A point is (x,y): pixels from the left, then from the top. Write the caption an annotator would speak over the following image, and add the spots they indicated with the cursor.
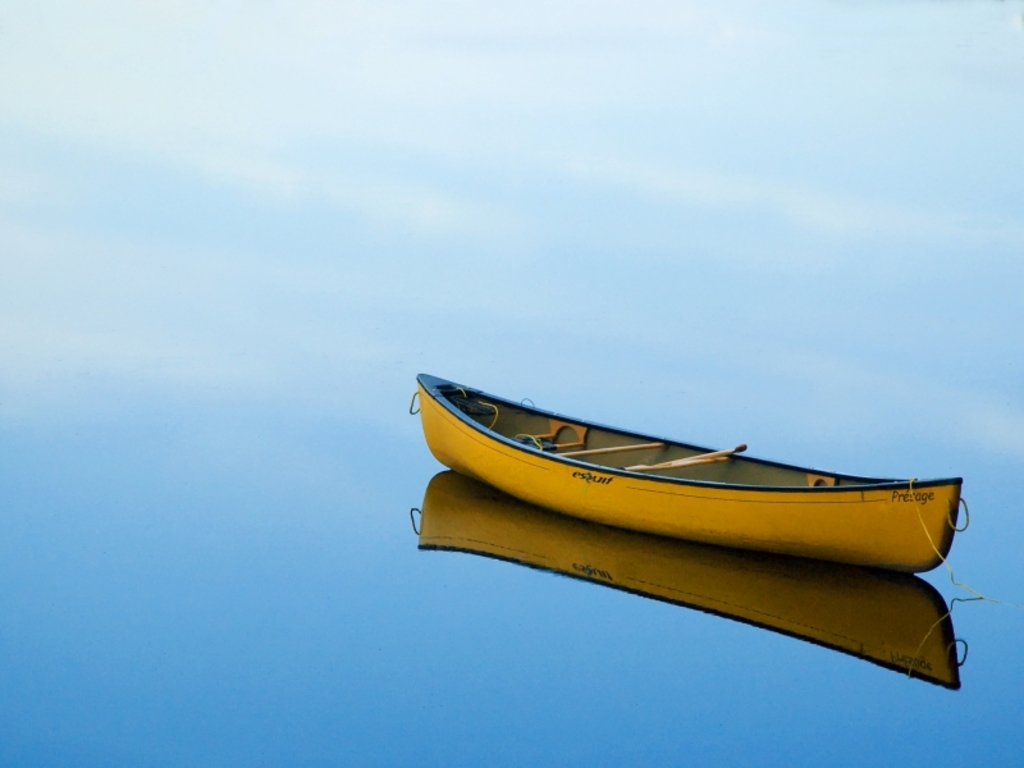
The picture consists of a boat (596,452) in a lake (117,113). The boat (484,453) is in yellow color.
